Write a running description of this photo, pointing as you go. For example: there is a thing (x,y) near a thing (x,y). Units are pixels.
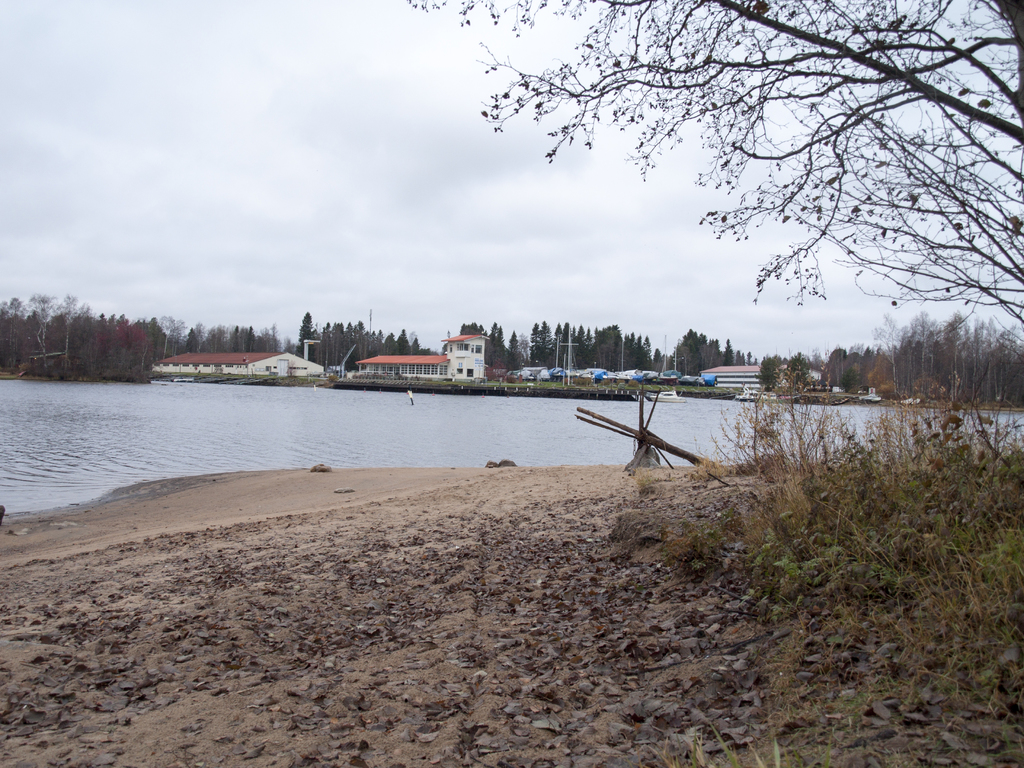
In this picture we can see water (177,438) on the left side (111,453), at the bottom (361,650) there is sand (201,523) and some leaves (340,635), in the background (319,345) there are some buildings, boats (750,395) and trees (366,340), there is the sky (908,94) at the top of the picture (911,98), we can see another tree (902,76) in the front (876,107).
